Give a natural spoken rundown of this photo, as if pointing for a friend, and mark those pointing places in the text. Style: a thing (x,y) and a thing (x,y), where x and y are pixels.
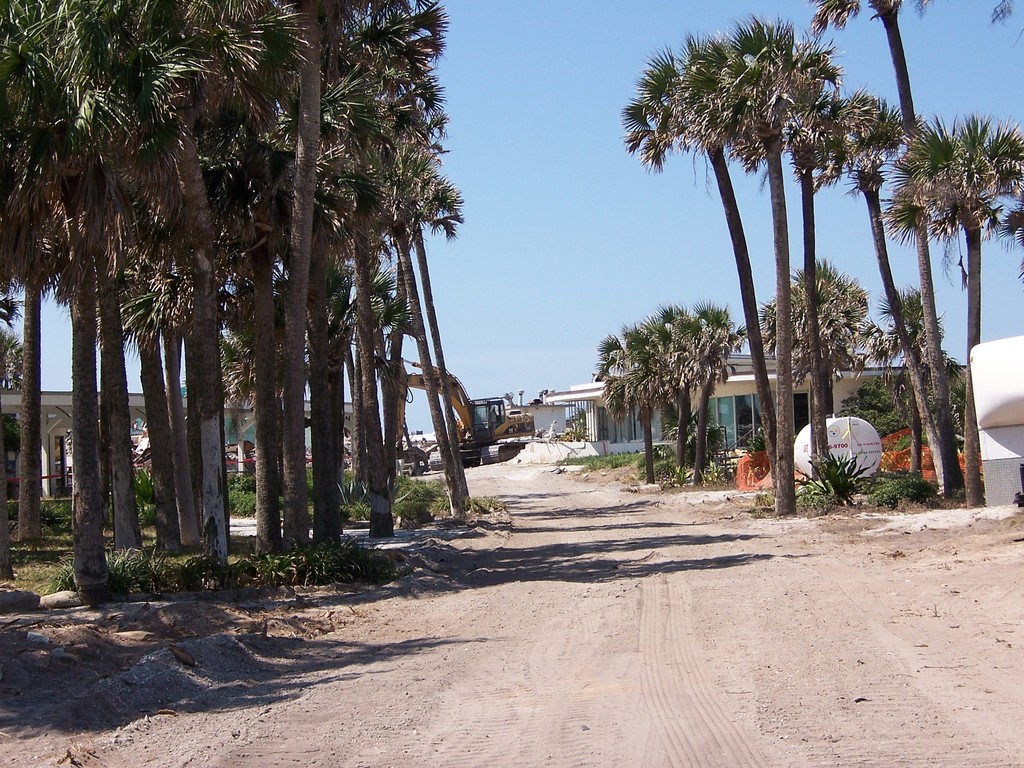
In this image there is a road (592,554) in the middle (536,492). On the left side (171,458) there are tall trees (325,406). At the top (532,95) there is the sky (548,99). In the background (563,411) there is a house (589,424). Beside the house (589,424) there is a crane (477,409). On the right side (845,442) there is a tank (851,462) on the ground (845,523).
